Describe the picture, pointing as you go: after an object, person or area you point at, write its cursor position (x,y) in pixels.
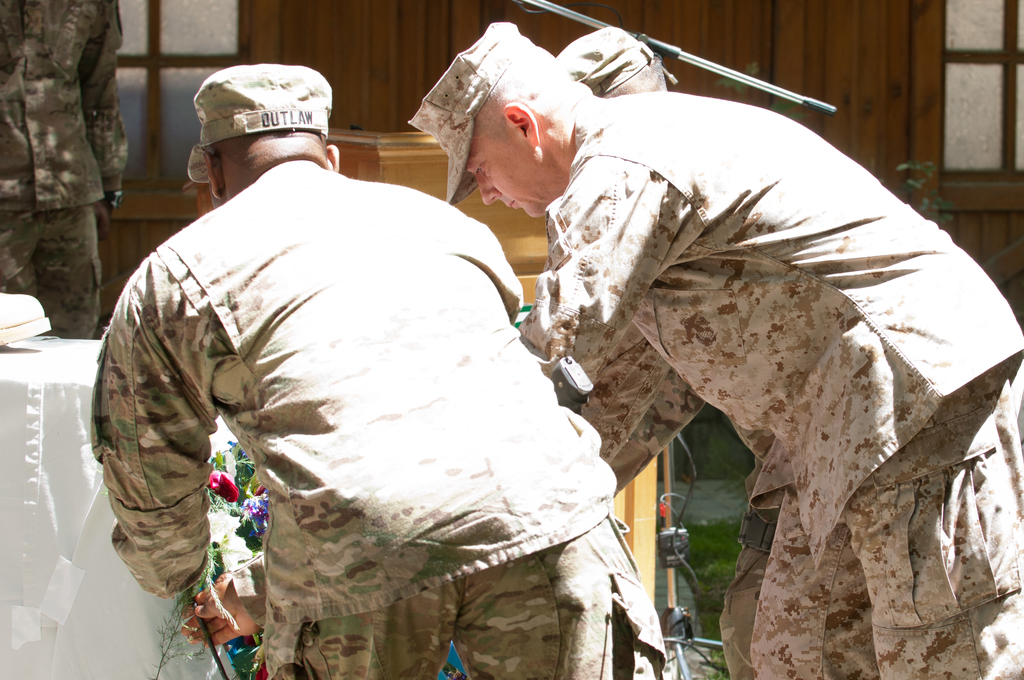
In this image we can see the people (474,379) standing and holding flowers (251,509). And we can see a cloth (110,530) and table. In the background (669,479), we can see the window (172,55), stand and wooden object (822,91).
